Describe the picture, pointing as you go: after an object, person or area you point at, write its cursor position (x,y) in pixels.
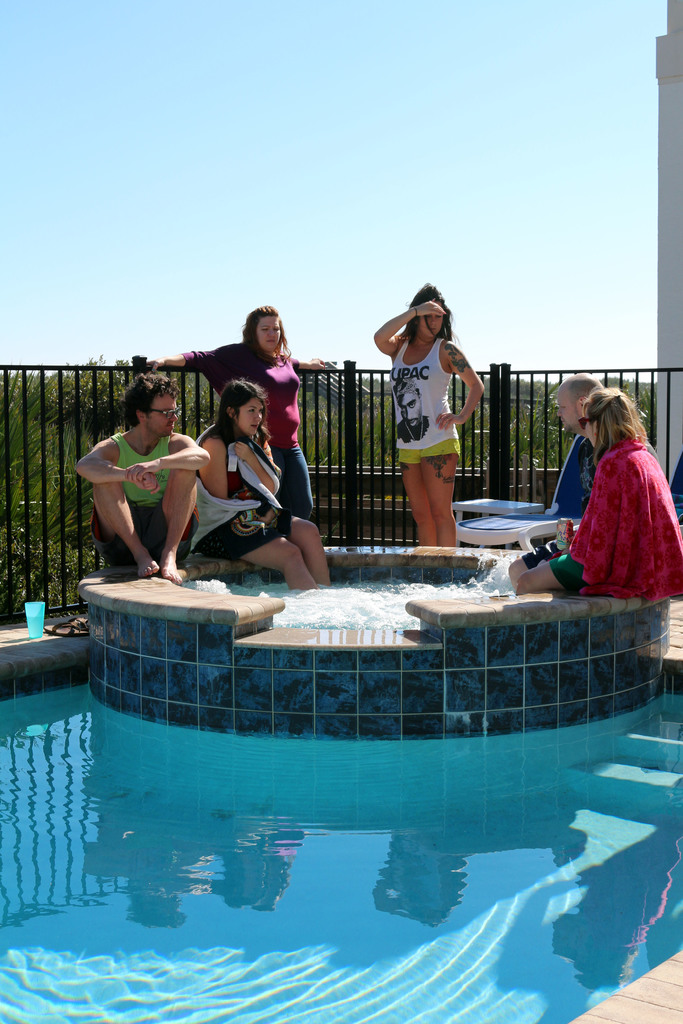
In the picture I can see people (323,563) among them some are standing and some are sitting. I can also see the water (295,817), fence (350,526) and some other objects (494,523). In the background (180,424) I can see trees (41,574) and the sky (323,161).
